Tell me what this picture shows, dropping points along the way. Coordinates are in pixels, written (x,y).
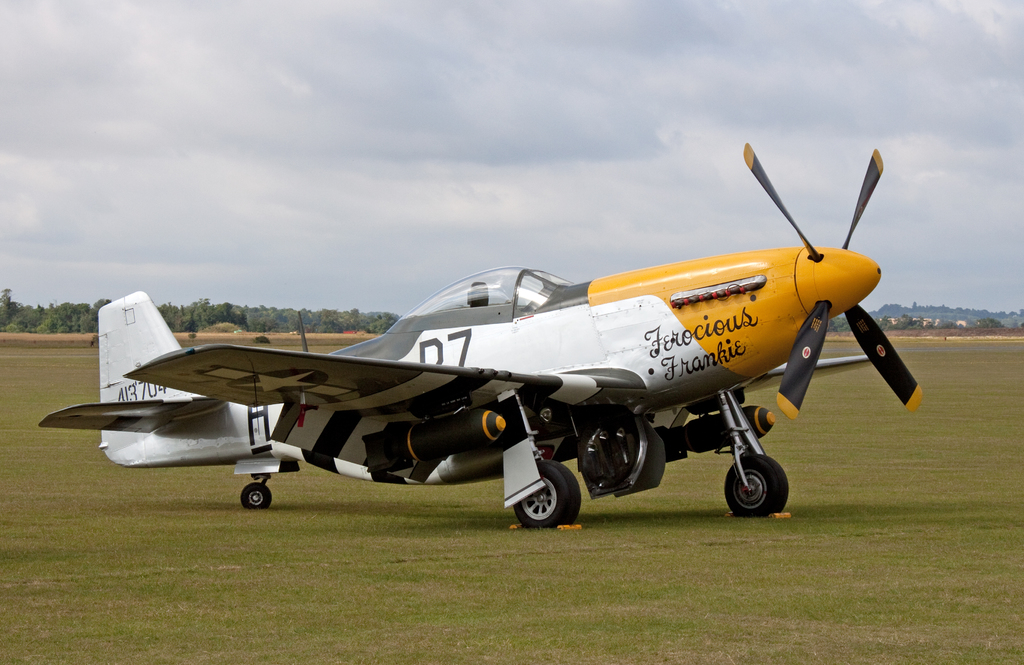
In this image I can see a aircraft (488,360) which is white, black and yellow in color is on the ground (690,577). I can see the propeller (759,162) and wings (456,373) of the aircraft (447,384). In the background (322,308) I can see few trees (350,323) and the sky (335,148).
